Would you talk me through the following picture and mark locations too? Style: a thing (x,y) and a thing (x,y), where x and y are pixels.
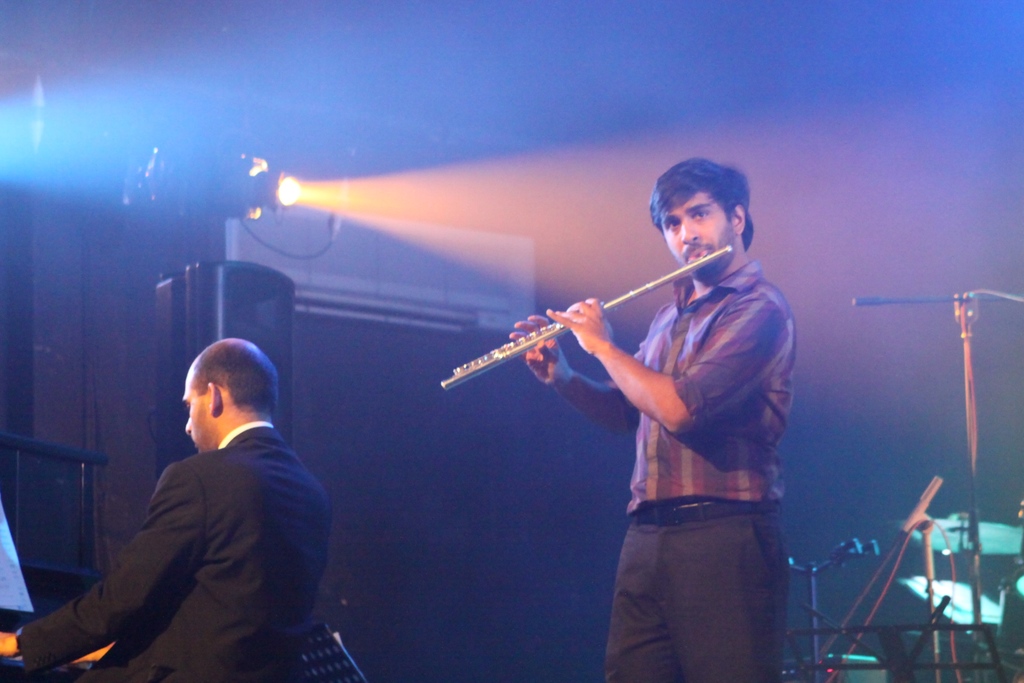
In this image there is one person (677,350) who is standing, and he is playing a flute (527,348) and on the left side (206,531) there is one person (164,511) playing some musical instrument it seems. And on the right side (964,290) there are some drums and mike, in the background (267,271) there is light (494,219) and objects (339,253) and black background (387,350).
